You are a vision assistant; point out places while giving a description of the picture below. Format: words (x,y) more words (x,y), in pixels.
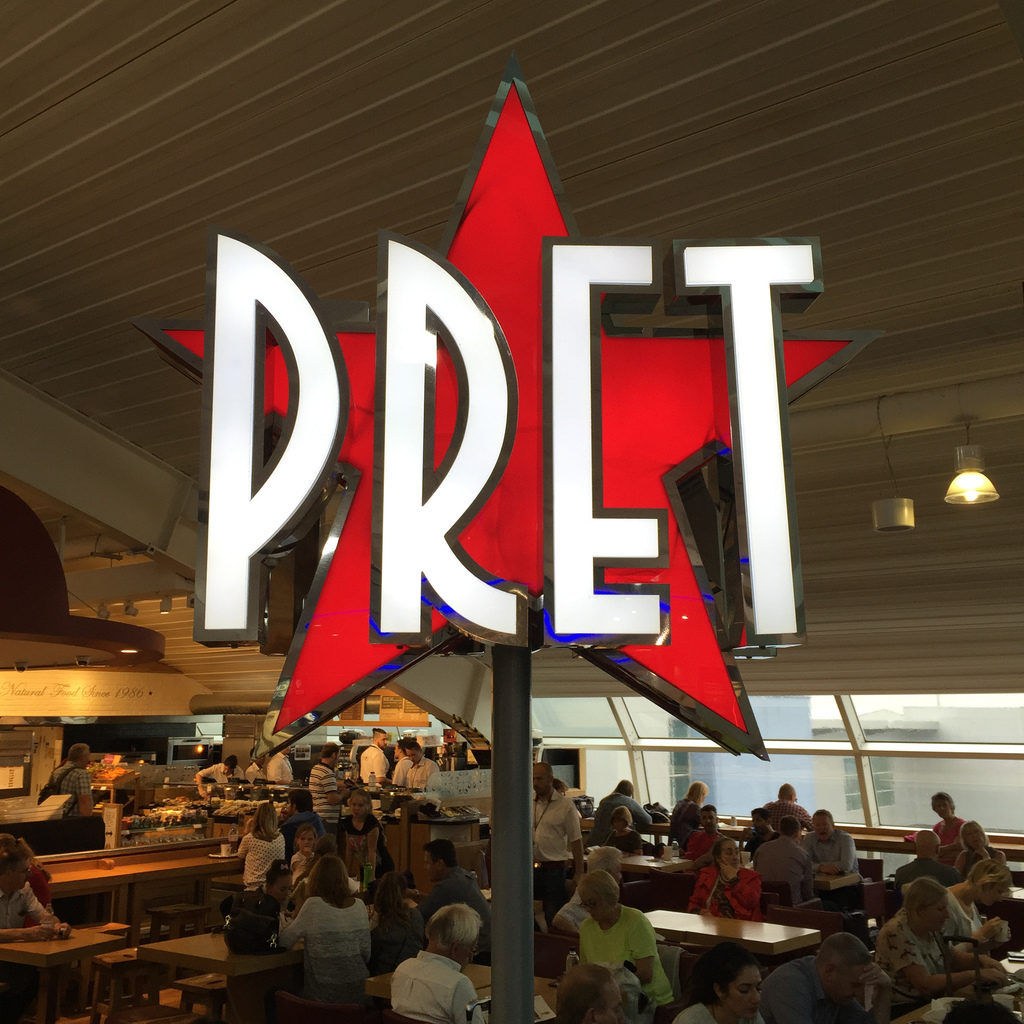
In this picture we can see a place where we have some people (615,842) sitting on the chairs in front of the table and there's a sign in star shape on which it is written pret in white color.
